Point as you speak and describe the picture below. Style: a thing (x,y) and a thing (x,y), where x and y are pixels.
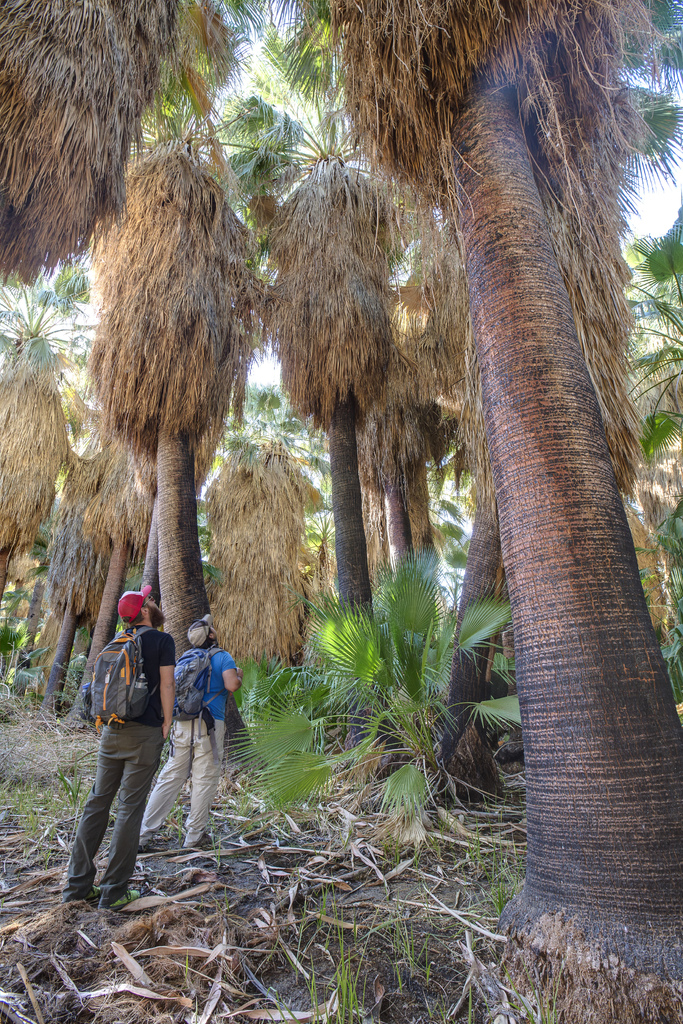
In this picture there are two people (142,606) on the left side of the image (193,639) and there are plants (316,753) and trees (375,350) in the image.
